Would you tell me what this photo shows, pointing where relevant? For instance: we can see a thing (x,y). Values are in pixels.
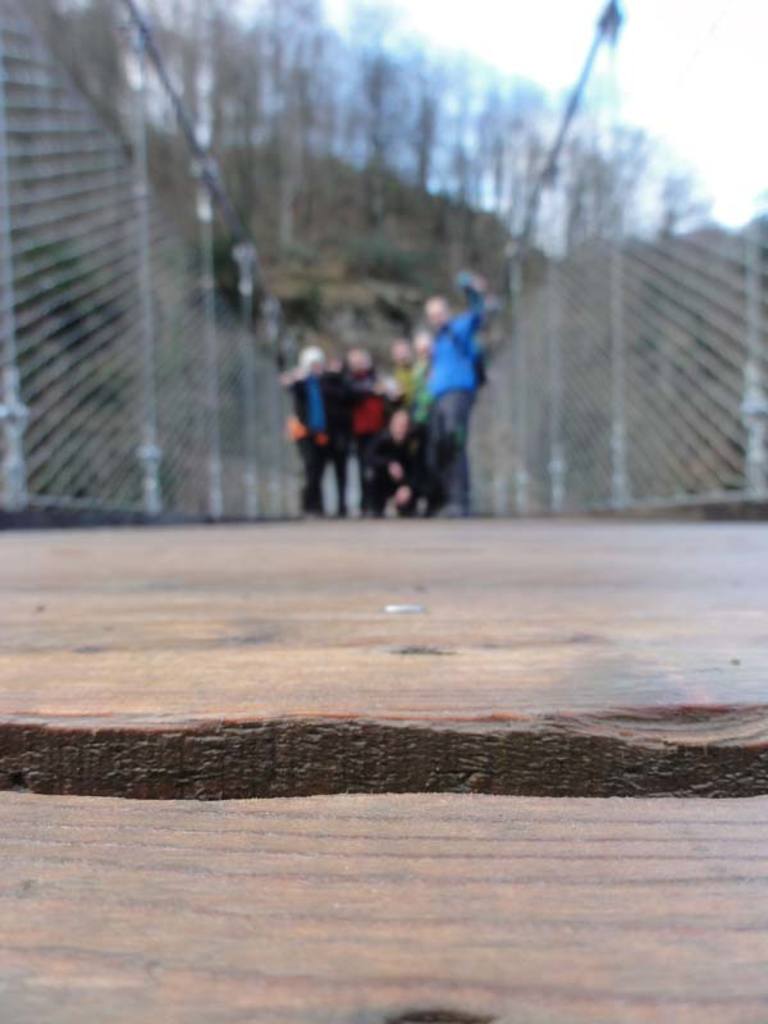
In this picture we can see a wooden platform (350,622), fences (135,494), some people (385,379) standing, trees (456,206) and in the background (696,70) we can see the sky (548,69).
